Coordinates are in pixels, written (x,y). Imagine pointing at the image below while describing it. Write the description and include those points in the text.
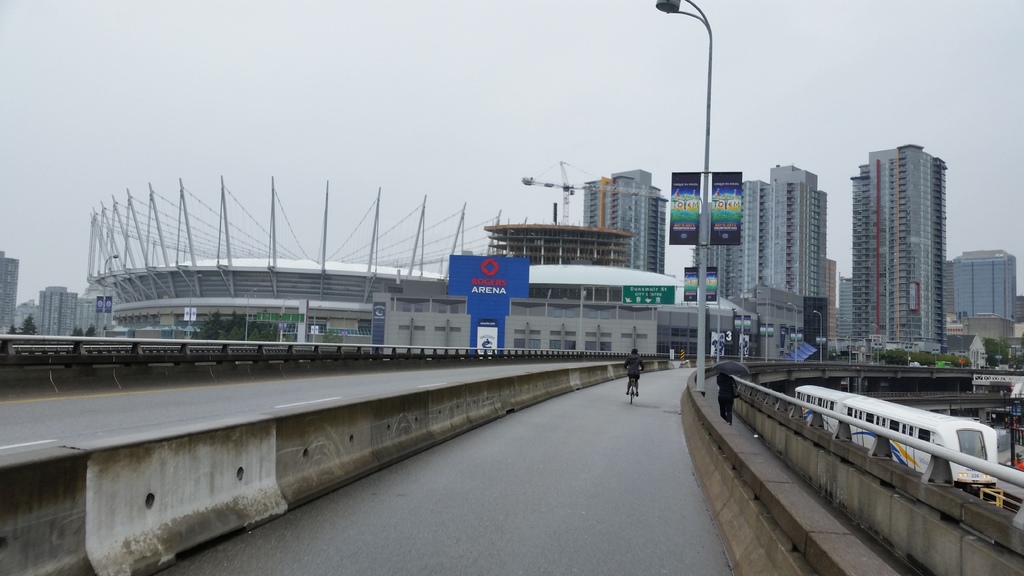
In the image there is a person (630,380) riding bicycle (630,393) in the middle of road (616,401), on the right side (984,446) there is a train (926,429) going on the bottom track (991,500) and in the back (856,284) there are buildings (723,269) all over the place and above its sky (418,106).
